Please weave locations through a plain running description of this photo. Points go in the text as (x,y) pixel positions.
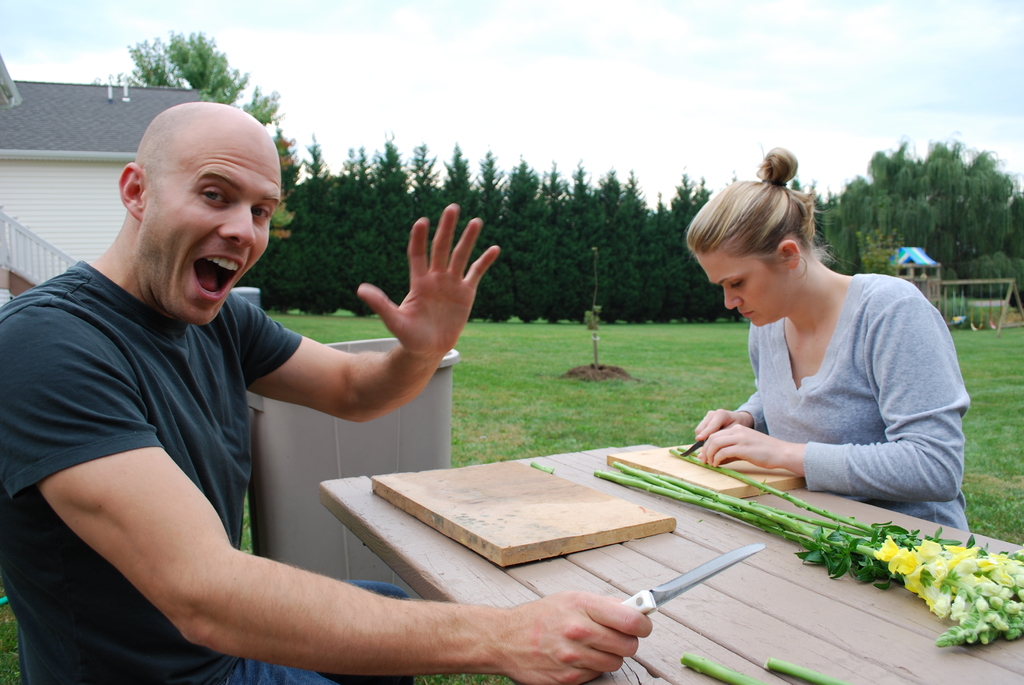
There are two persons (364,297) sitting on a bench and there is a table (692,516) in front of them and there are holding knives (665,587) in their hand (706,448), In the background (552,223) there are trees (632,198) and the ground (632,342) is greenery (535,382).
